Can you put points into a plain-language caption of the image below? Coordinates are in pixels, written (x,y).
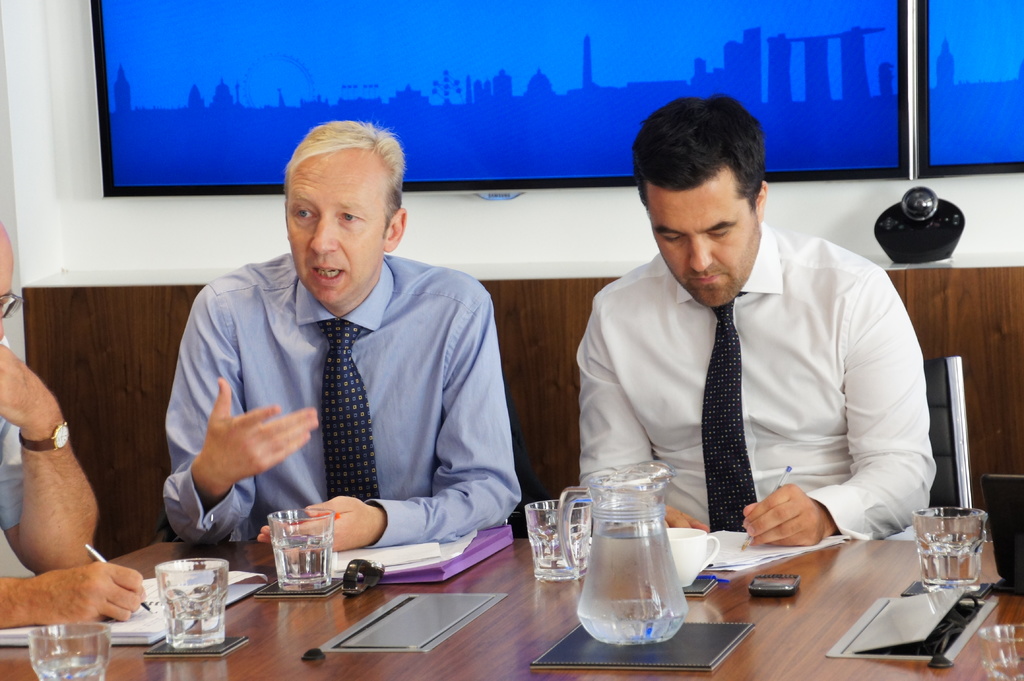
In the image we can see three men (307,489) wearing clothes (304,492) and they are sitting on the chair (947,439). In front of them there is a table (440,646), on the table (489,627) there are glasses (211,609), a jug (627,596) and papers (394,554). This person (54,429) is wearing spectacles (11,300) and a wrist watch (39,450). This is a wooden table (804,625) and a screen (496,77).
